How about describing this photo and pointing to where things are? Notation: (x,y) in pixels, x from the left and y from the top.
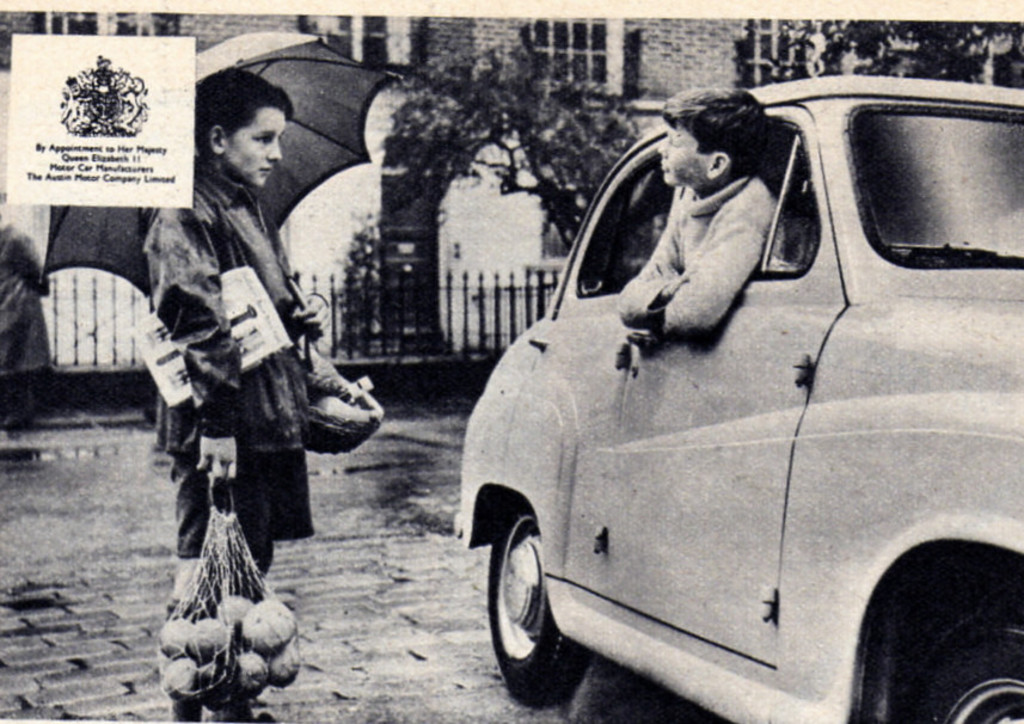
In the foreground (262,128) I can see a person (268,358) is holding an umbrella (299,190) in a hand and a bag (246,672) is standing on the road (334,647) and a person (624,296) is sitting in a car (670,357). In the background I can see a board (192,55), tree (454,76), fence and a building (493,25). This image is taken during a rainy day.
